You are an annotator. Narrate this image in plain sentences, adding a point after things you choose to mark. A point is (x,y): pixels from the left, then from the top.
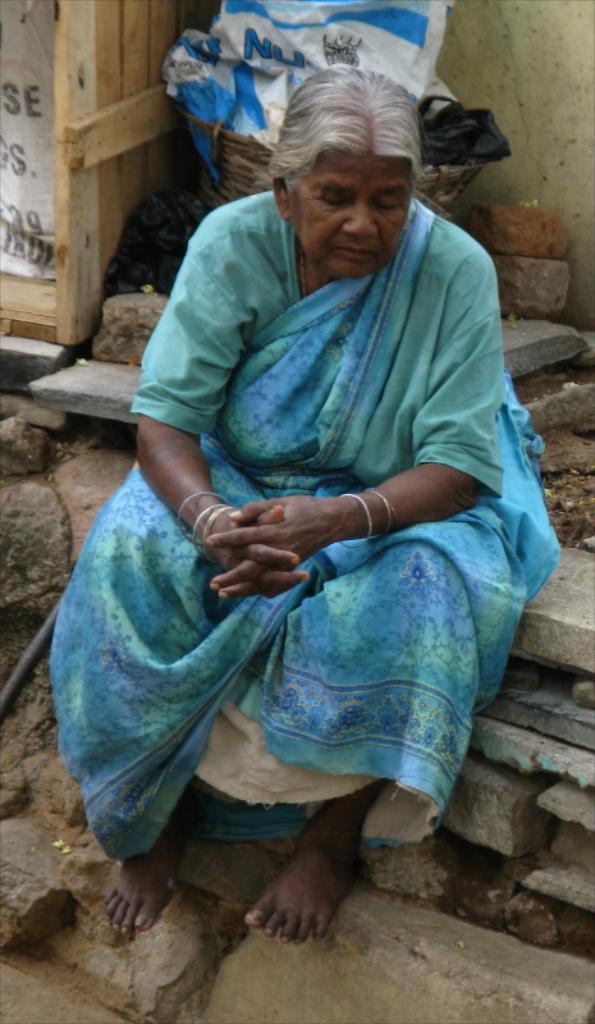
In the center of the image (296,353), we can see a woman (255,402) on the rock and in the background (101,110), there is wood (137,79) and we can see a basket (227,142) and some bags (289,59) and there are stones (496,726) and bricks (529,271) and there is a wall (529,60).
